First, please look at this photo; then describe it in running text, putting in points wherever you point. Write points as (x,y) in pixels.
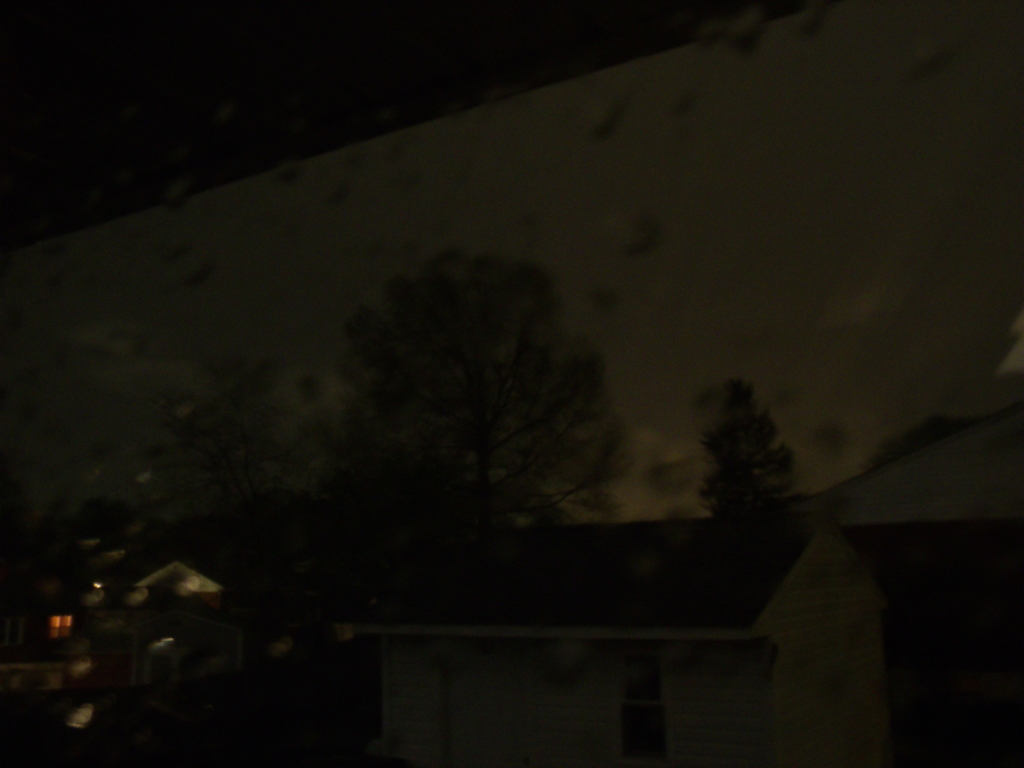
In this image, we can see glass (294,311). On the glass (660,343), we can see water droplets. Through the glass (954,398) there are few houses (532,692), trees (497,297) and sky (681,322).
